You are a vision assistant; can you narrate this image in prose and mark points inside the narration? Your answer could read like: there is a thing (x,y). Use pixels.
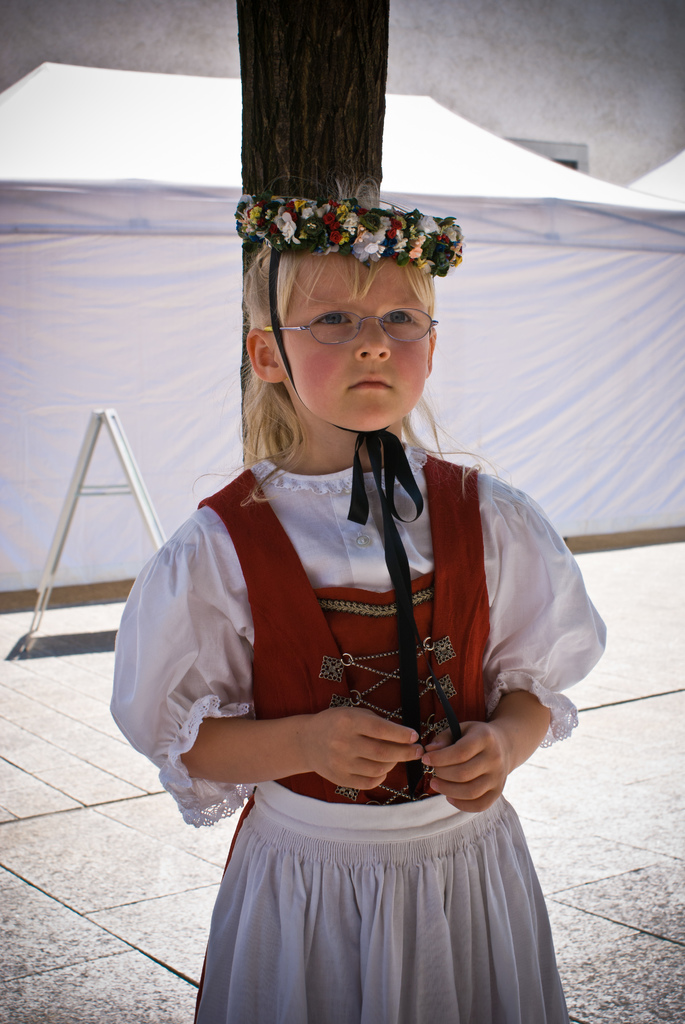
In the center of the image (347,438) there is a girl (324,614) on the floor (559,878). In the background (66,285) we can see curtain (27,278) and tree (324,70).
